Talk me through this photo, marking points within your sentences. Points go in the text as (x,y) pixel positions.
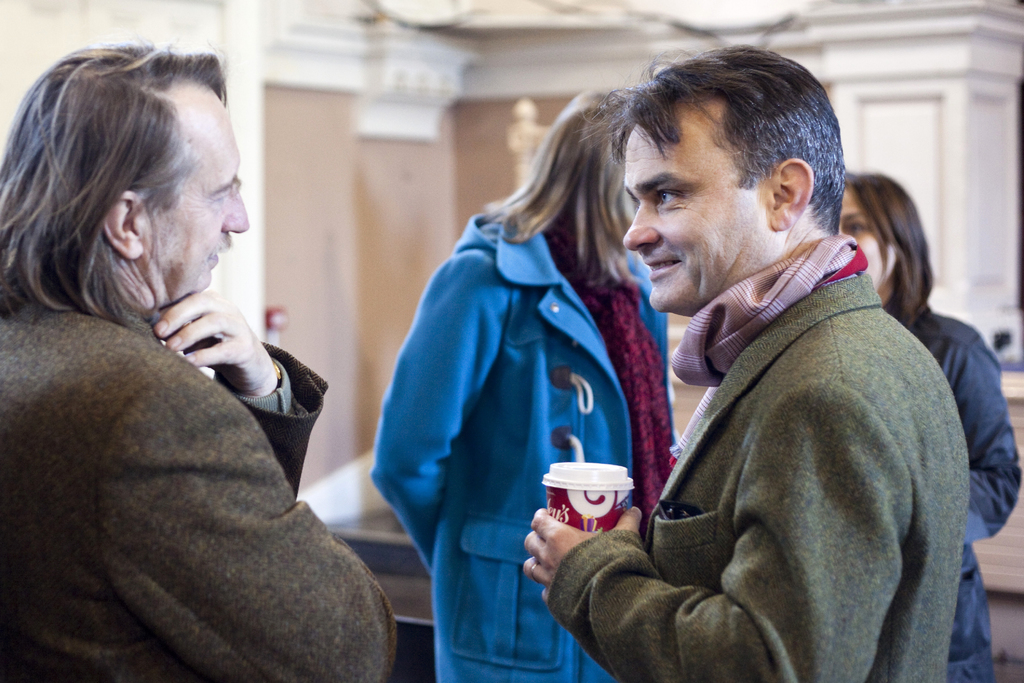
In this picture there are men (673,161), those who are standing on the right (848,341) and left side of the image (289,618) and there are two ladies (626,228) on the right side of the image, it seems to be they are talking.
